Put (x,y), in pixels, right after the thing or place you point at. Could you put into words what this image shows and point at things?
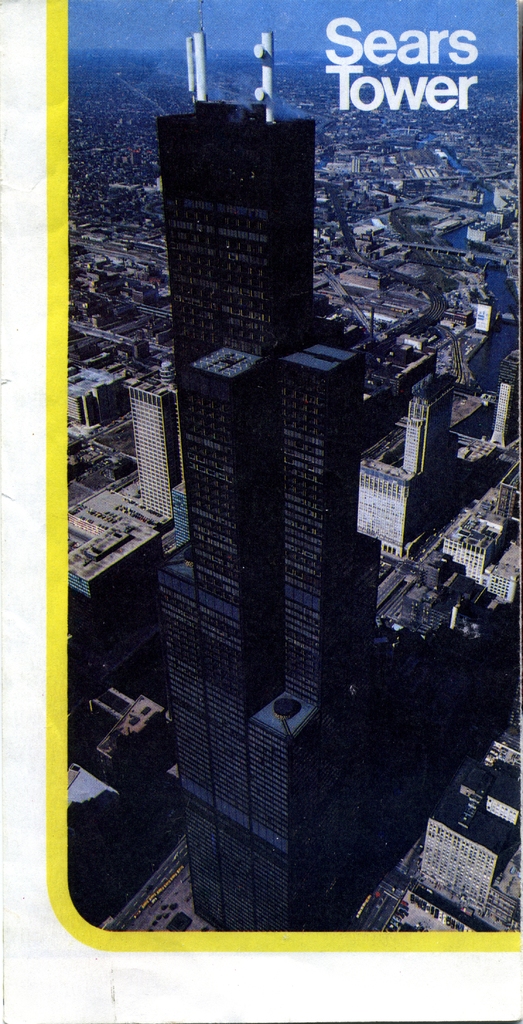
In this image I can see buildings (262,788), roads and the sky (172,30). Here I can see a watermark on the image.
